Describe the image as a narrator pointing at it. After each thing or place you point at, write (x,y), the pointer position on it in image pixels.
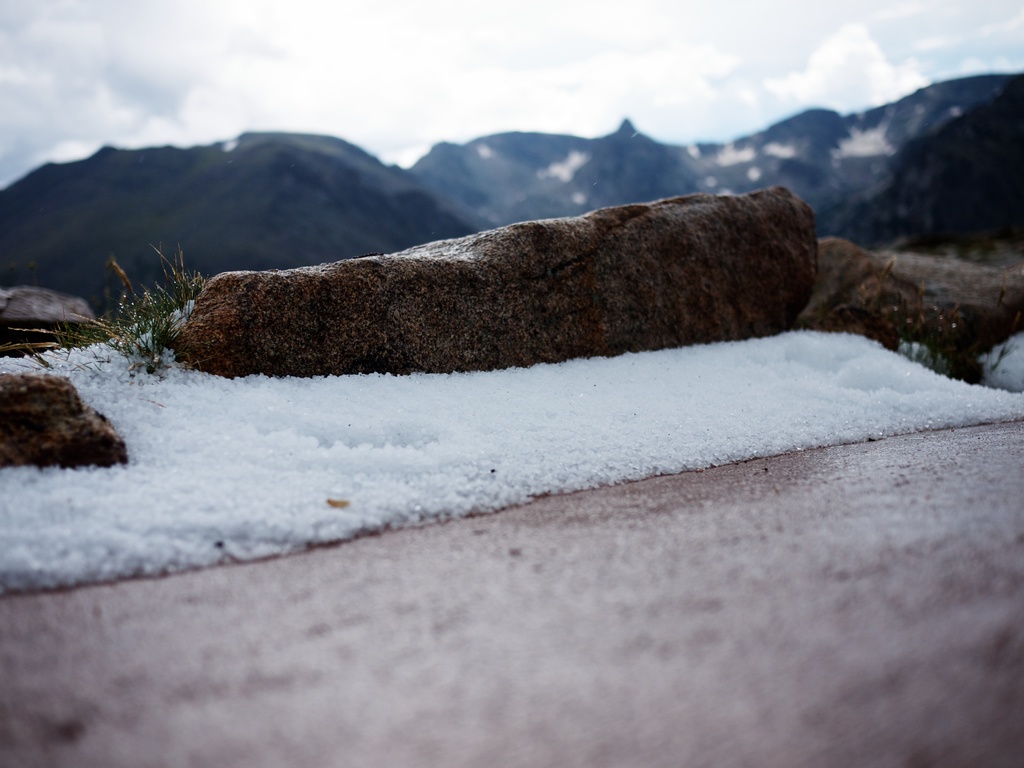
In the image there is snow (125,436) and rocks (588,261), in the background (236,197) there are mountains (234,197).
